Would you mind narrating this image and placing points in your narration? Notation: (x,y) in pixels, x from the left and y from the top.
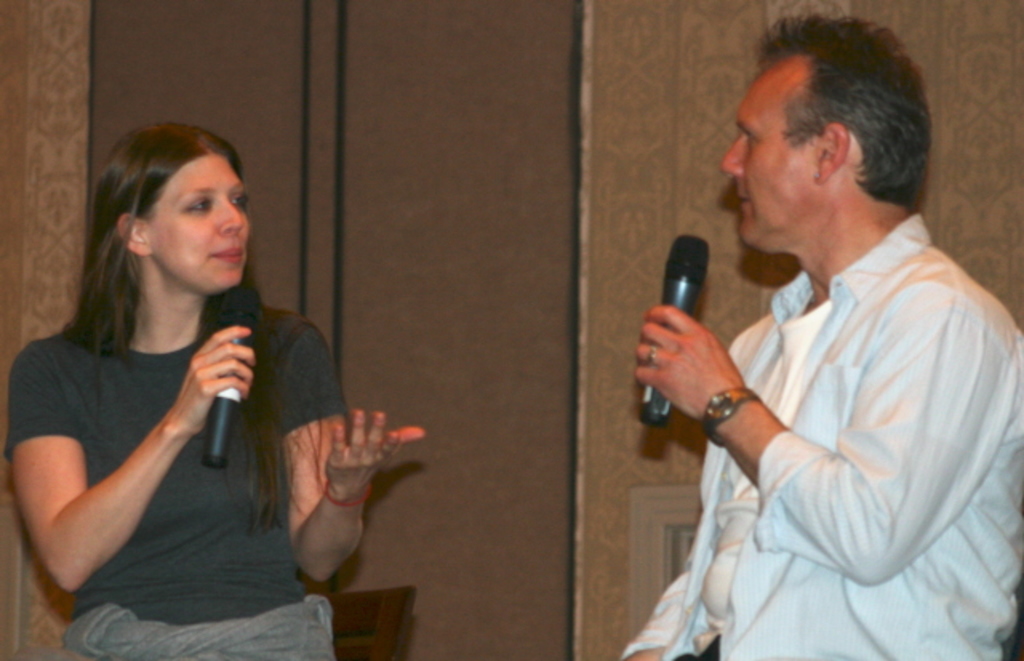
In this picture there is a lady (158,369) holding a mic (230,411) in her right hand (178,430). There is a man (829,388) opposite to that lady (195,382) he is sitting and holding a mic (676,290) in his left hand (689,370). There is watch (729,408) to his hand (696,385) and ring (656,358) to his finger (658,359). And in the background (562,189) there is a wall (518,170).
